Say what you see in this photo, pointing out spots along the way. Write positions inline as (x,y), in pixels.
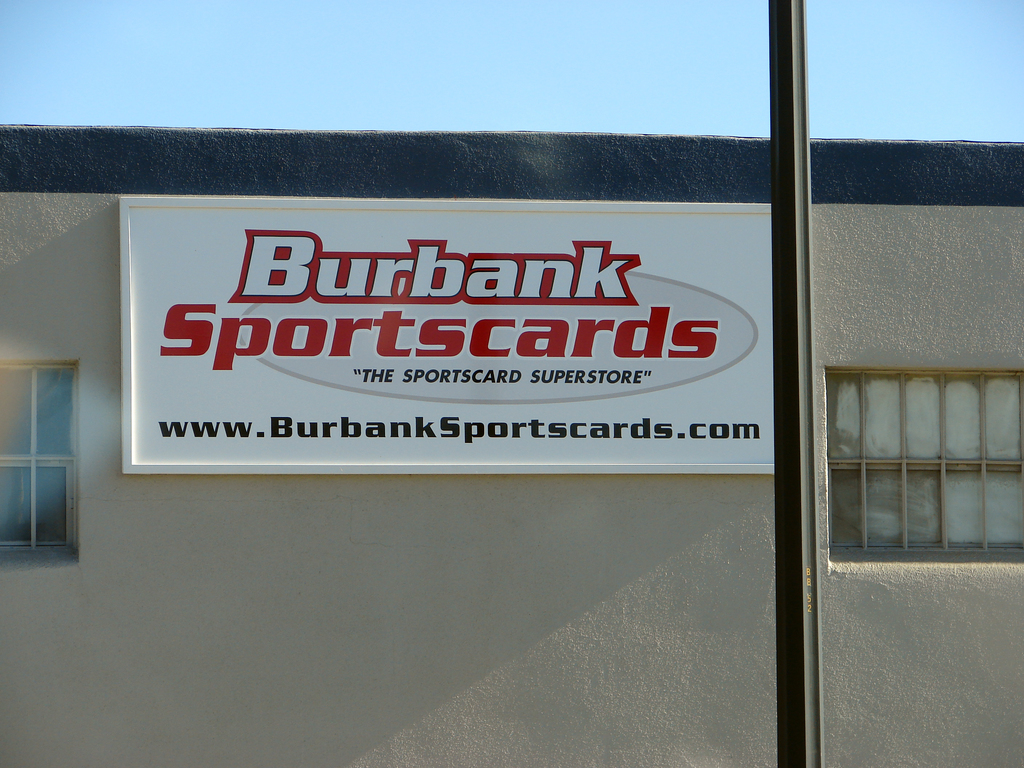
In this image there is a name board (715,250) attached to the building (902,743) or a wall (913,205), there is a pole (796,46), and in the background (656,126) there is sky (615,105).
